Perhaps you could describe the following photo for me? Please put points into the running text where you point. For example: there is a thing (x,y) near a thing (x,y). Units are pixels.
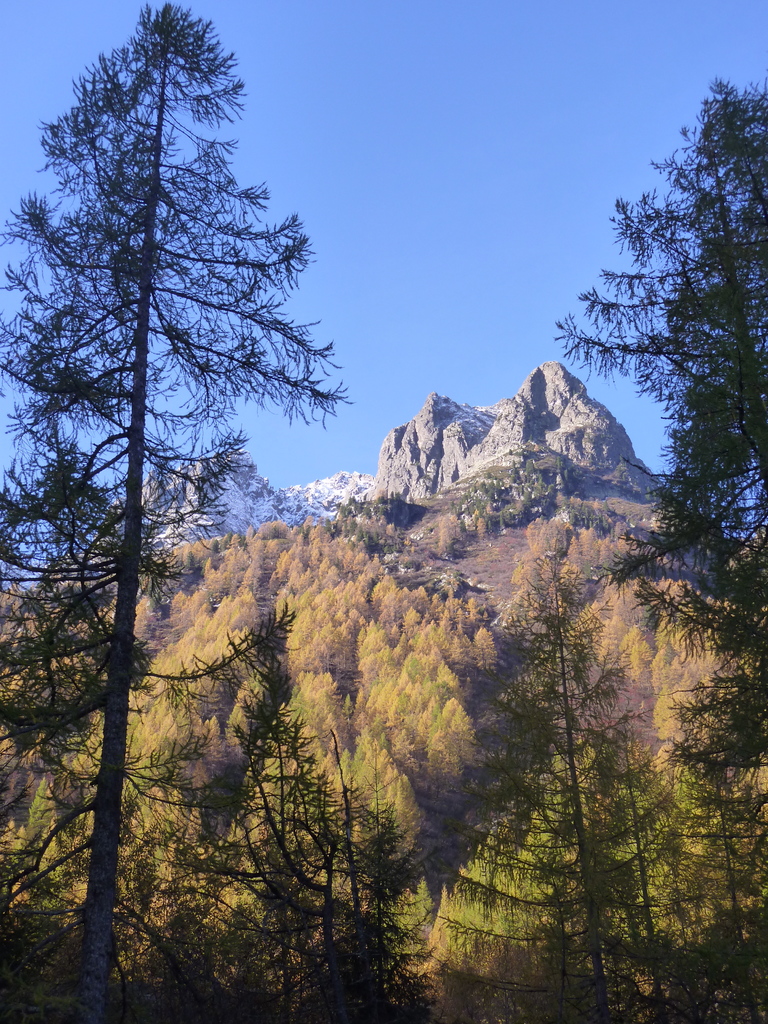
As we can see in the image there are trees (701,305) and hill (515,421). On the top (412,238) there is sky (393,226).
